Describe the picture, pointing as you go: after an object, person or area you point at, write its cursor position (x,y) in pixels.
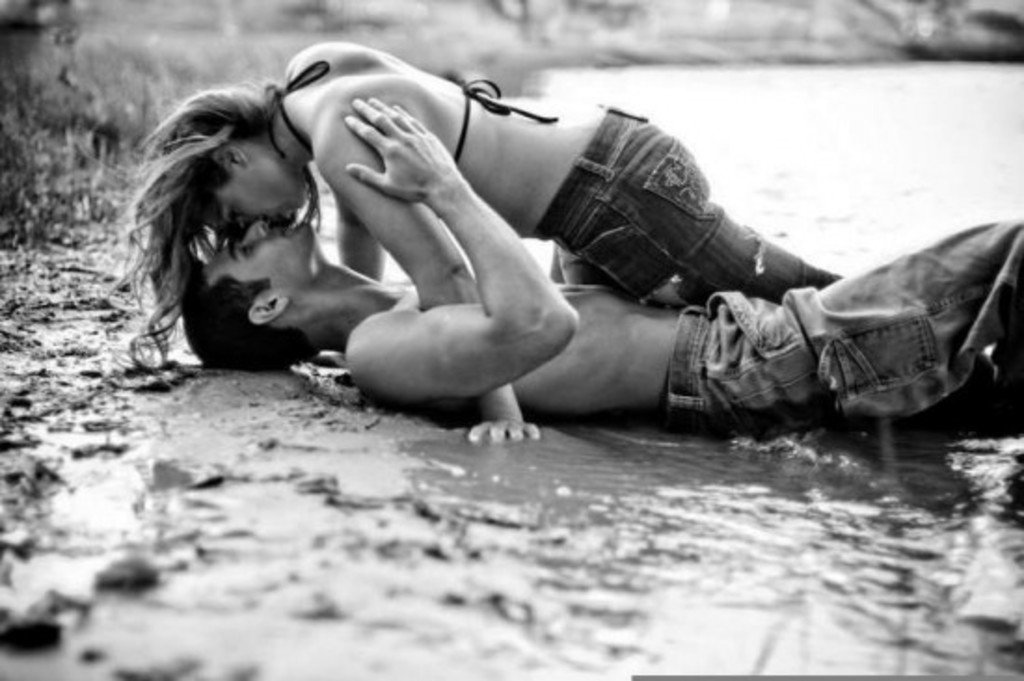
This is a black and white picture. Background (837,183) portion of the picture is blur. We can see a man (650,351) laying on the ground (210,586) and he is holding a woman (366,192). They are kissing each other. At the bottom portion of the picture (856,581) we can see the wet mud (324,591).
